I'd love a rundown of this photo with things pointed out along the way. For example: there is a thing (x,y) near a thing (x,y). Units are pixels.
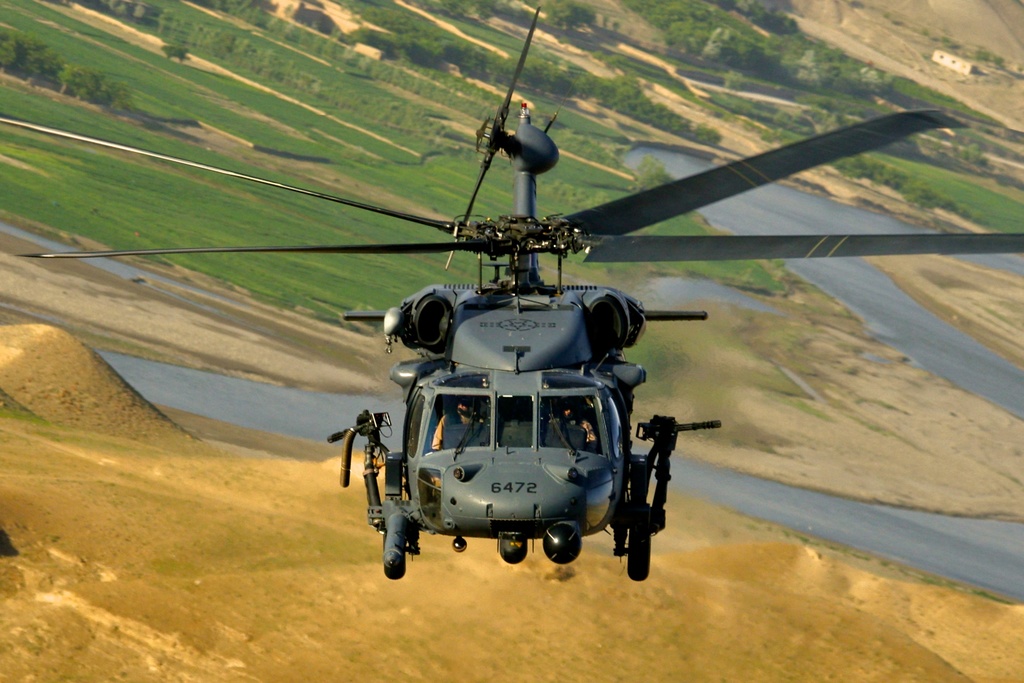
In this picture I can see there is a helicopter (498,464) and there are guns (383,415) attached to it. It has wings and there are two persons (585,431) sitting inside it. In the backdrop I can see there is a grass (195,232) and trees (103,90) on the floor (693,438).
